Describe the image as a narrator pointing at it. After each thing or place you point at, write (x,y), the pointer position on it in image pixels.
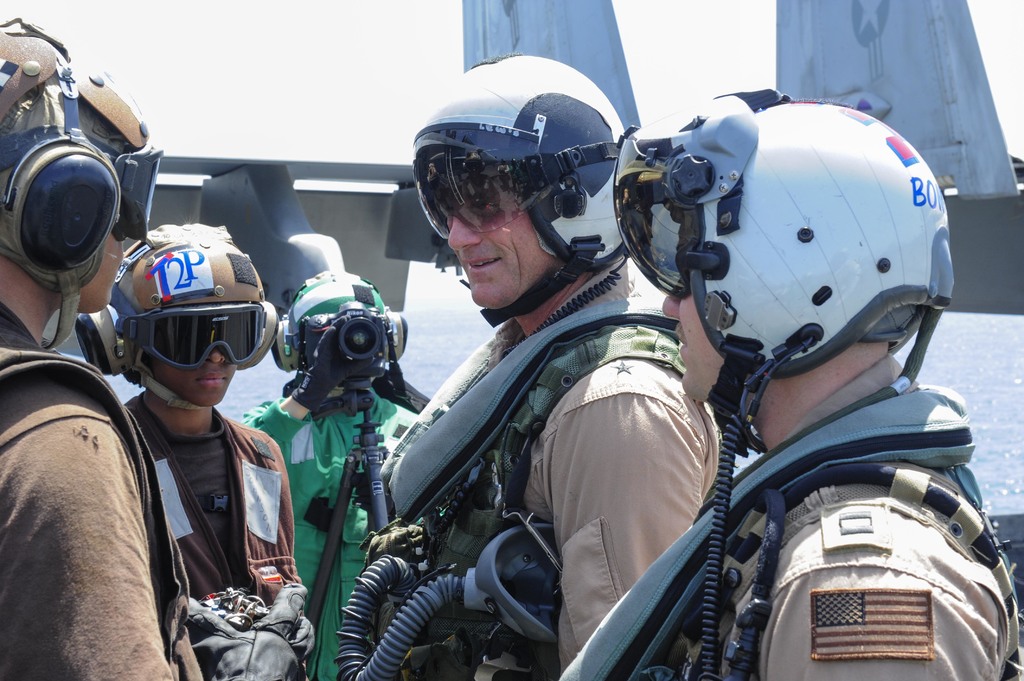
In this image we can see people (545,289) and they wore helmets (710,137). Here we can see a person (335,445) holding a camera (364,345). In the background (246,169) we can see water (975,362), sky (764,43), and other objects (239,193).
